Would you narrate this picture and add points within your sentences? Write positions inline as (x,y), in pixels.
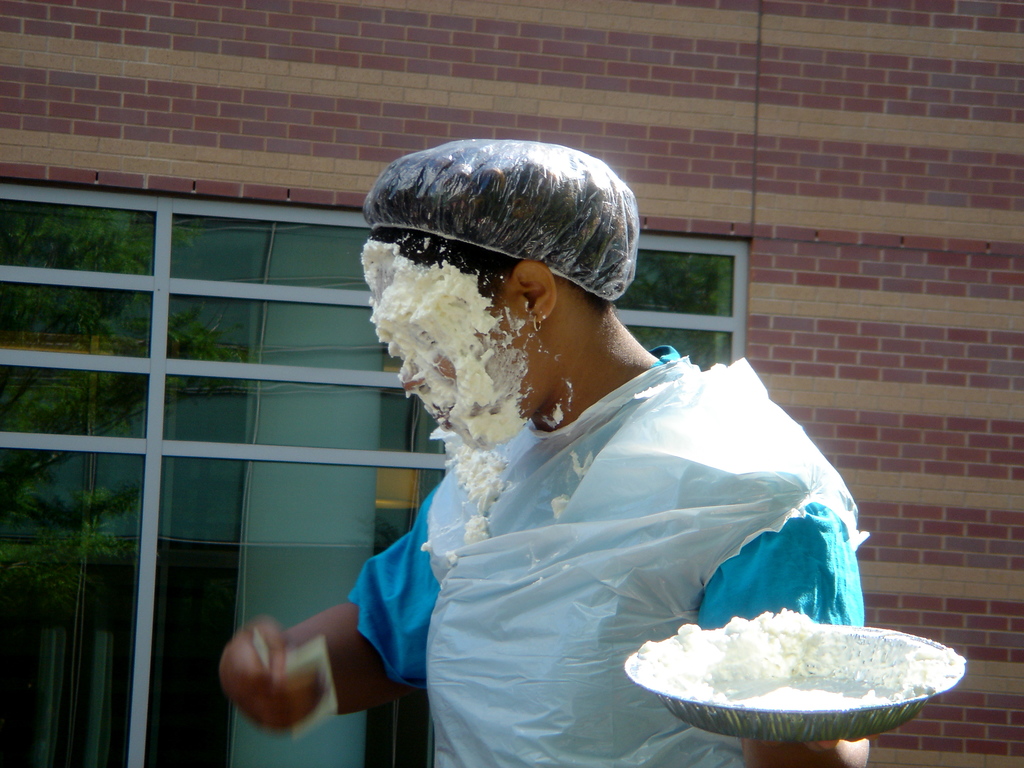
In front of the image there is a person (619,673) holding the bowl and some object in his hands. Behind him there is a wall (404,116) with glass windows (343,359) through which we can see trees (84,567).
